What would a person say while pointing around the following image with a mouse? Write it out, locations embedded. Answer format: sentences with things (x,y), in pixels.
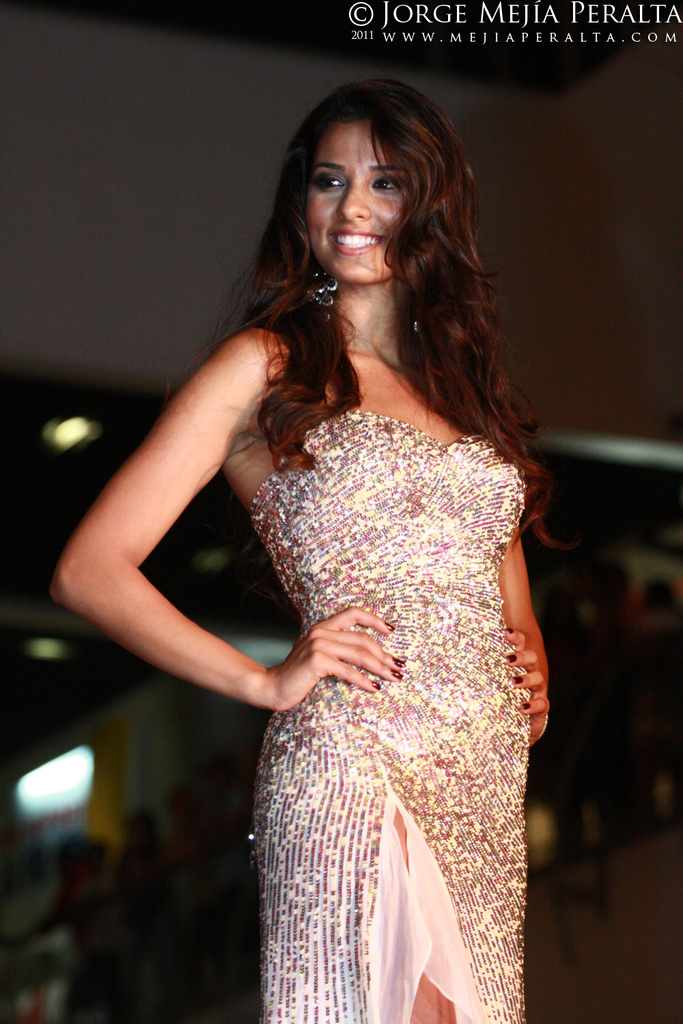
In this picture there is a woman (344,714) standing and smiling. At the back (39,968) there are group of people (130,928) and there are lights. In the top right (524,44) there is a text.
